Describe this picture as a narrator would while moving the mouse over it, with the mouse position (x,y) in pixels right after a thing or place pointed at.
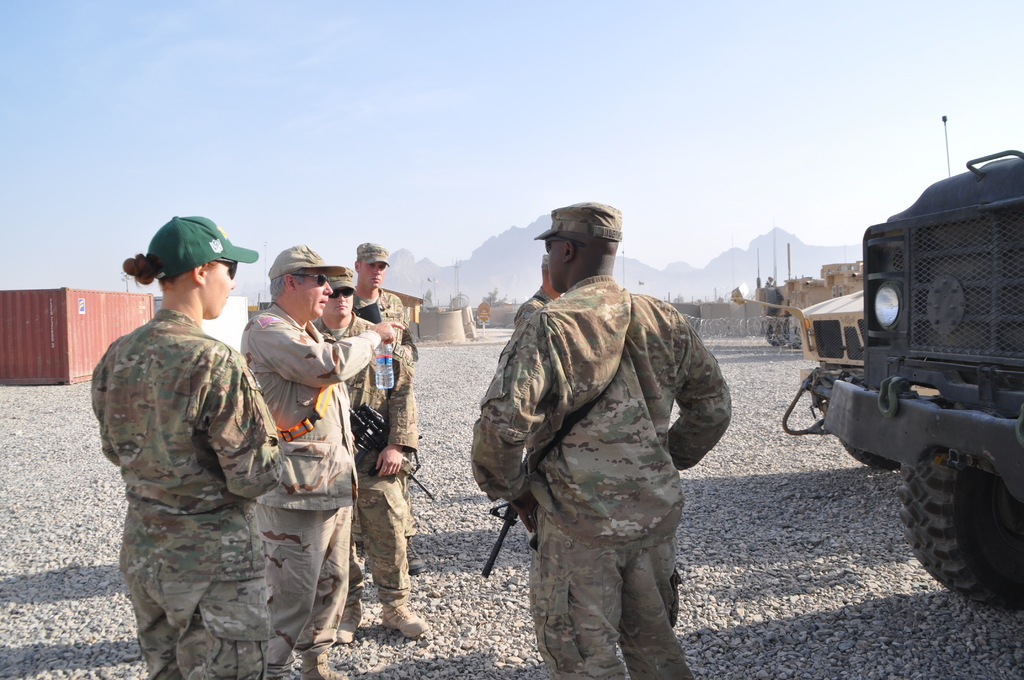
In the image we can see there are many people (342,407) standing, they are wearing army clothes (276,431), cap (278,258), shoes (354,627) and some of them are wearing spectacles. This person (561,397) is holding rifle (507,516) in hand (533,512). This is a sand (784,550), container (90,338), vehicle (954,344), mountains (505,254) and a pale blue sky (353,78).
